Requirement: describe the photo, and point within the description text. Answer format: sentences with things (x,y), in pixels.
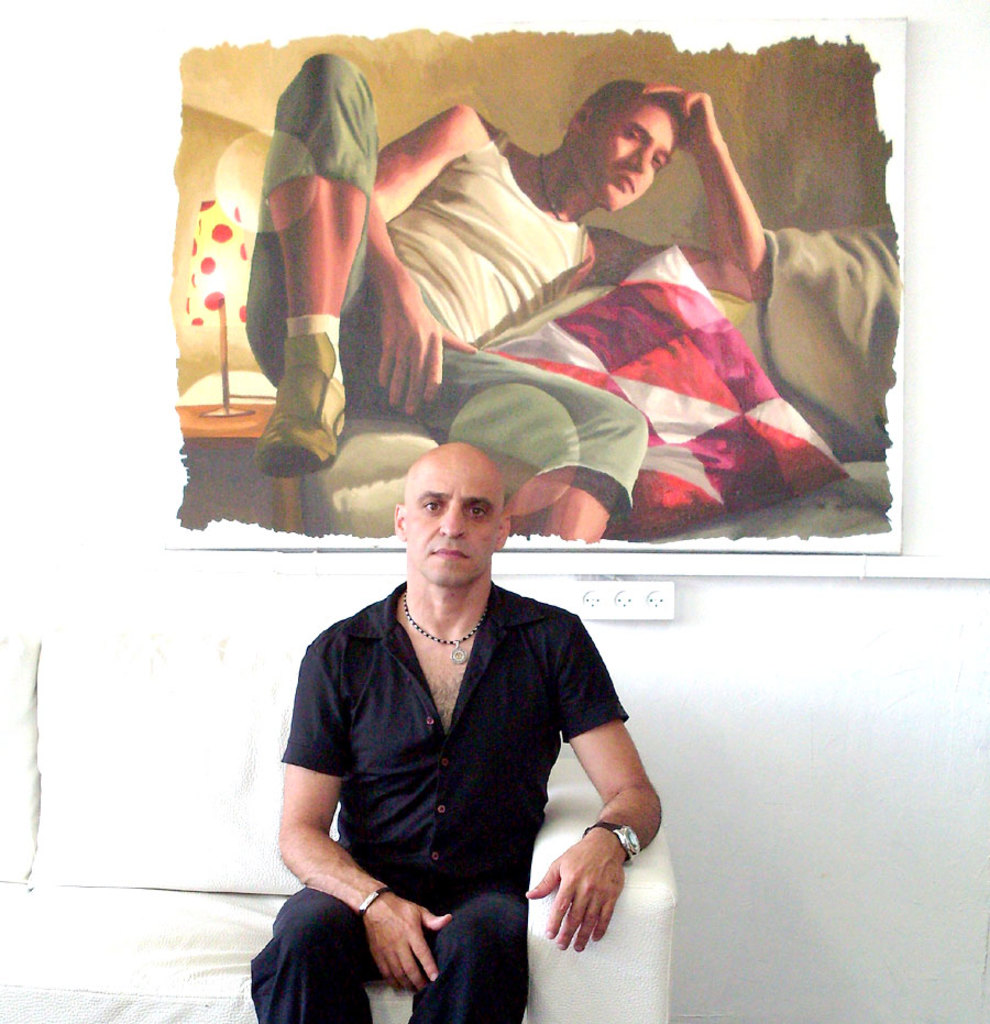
In this image there is a person (476,680) sitting on the sofa (530,883), behind him there is a poster (607,407) of a person (632,251) lay on the sofa (621,292), beside him there is a pillow (570,354) and on the other side there is a lamp (225,385) on the table (203,426), which is attached to the wall (920,641), below the poster (610,237) there is a switchboard (595,616).
